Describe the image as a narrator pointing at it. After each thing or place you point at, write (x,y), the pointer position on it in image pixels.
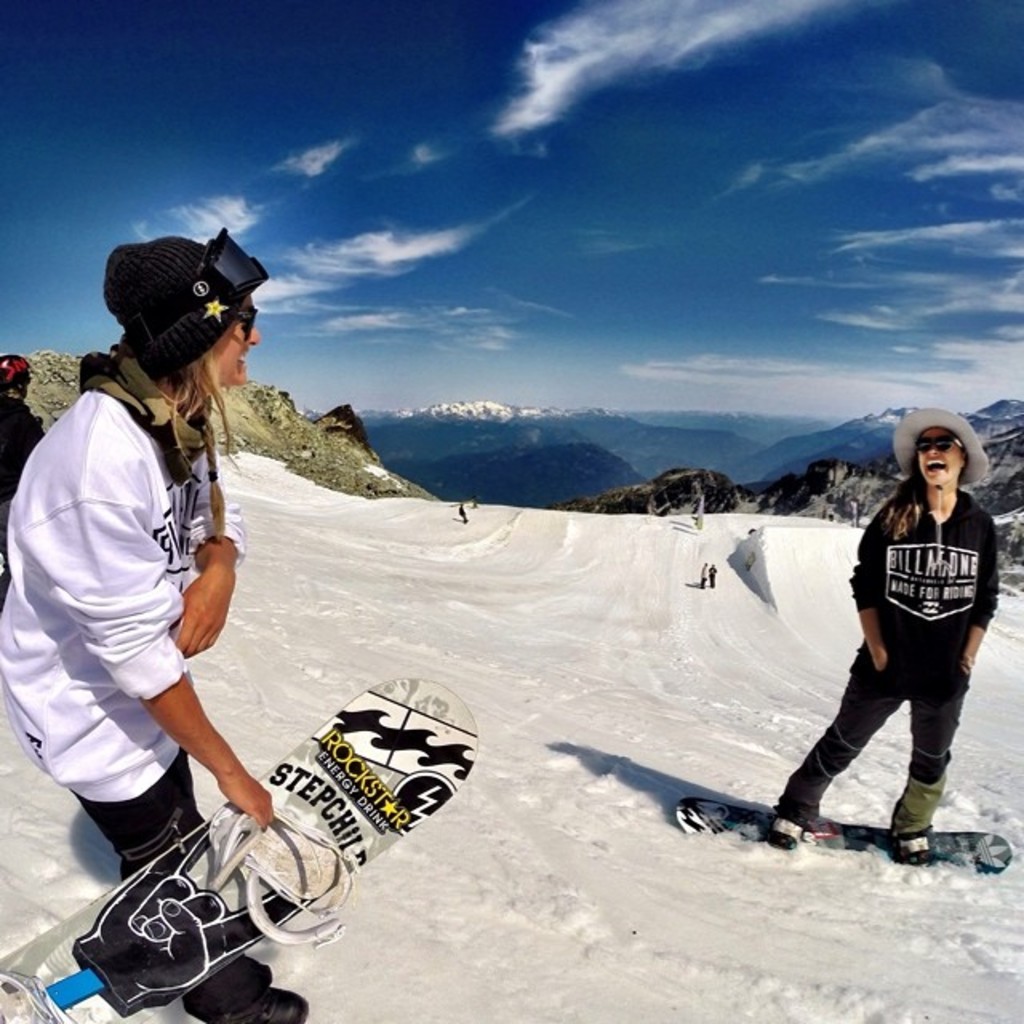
In this image I see 2 women (947,614) who are smiling and this woman (33,624) is holding the ski board (372,732) and this woman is on the ski board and I see the white snow (521,698). In the background (622,445) I see the snowy mountains (1009,522) and the sky (598,313) which is of white and blue in color.
